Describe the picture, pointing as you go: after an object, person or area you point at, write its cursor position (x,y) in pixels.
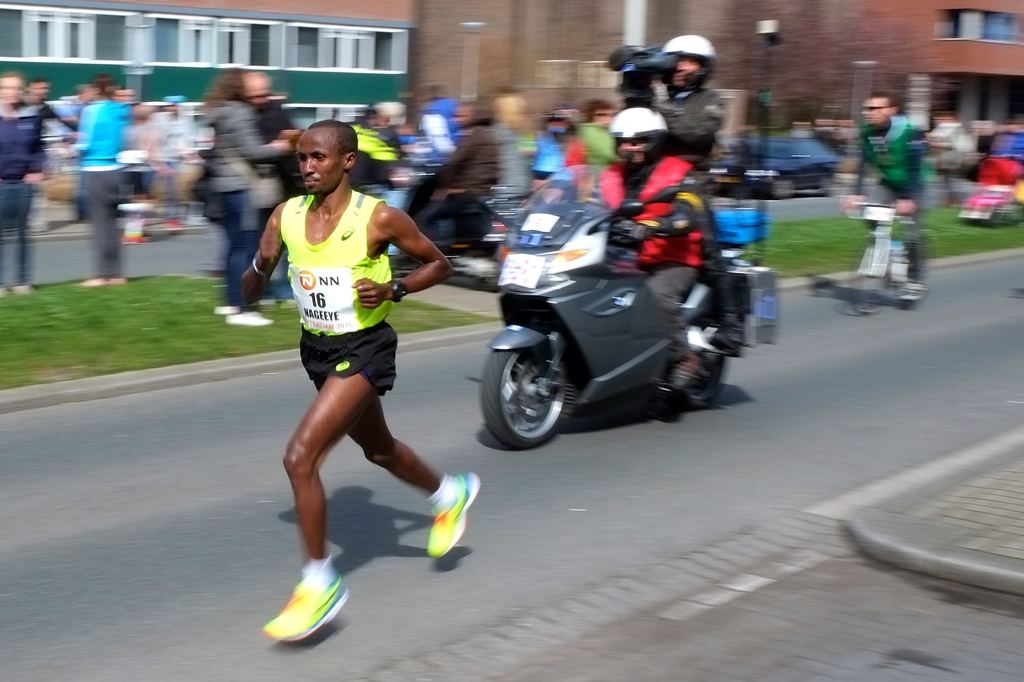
In this picture there is a man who is running on the left side of the image (321,181) and there are other people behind him on a bike (574,205), it seems to be they are taking a video and there are other people (63,104), cars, poles (769,24), buildings (434,38) in the background area of the image (543,117).
